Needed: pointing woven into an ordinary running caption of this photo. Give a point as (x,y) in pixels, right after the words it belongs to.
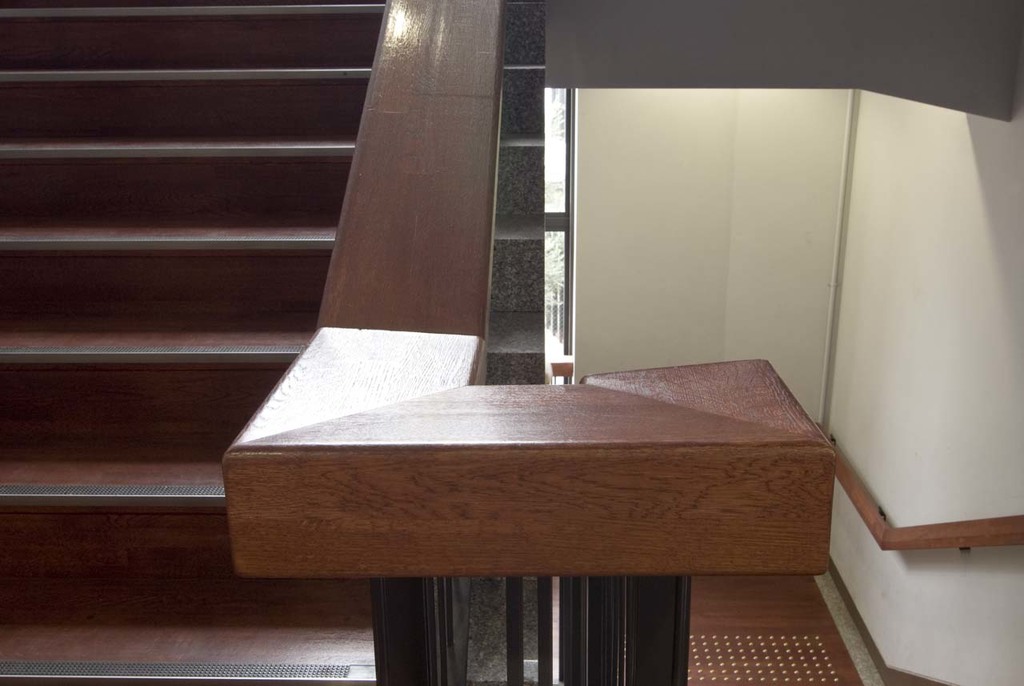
In this image on the left side (135,445) there are some stairs (112,241), in the center (410,359) there is a wooden pole (613,472). On the right side (771,146) there is a wall (923,466).
